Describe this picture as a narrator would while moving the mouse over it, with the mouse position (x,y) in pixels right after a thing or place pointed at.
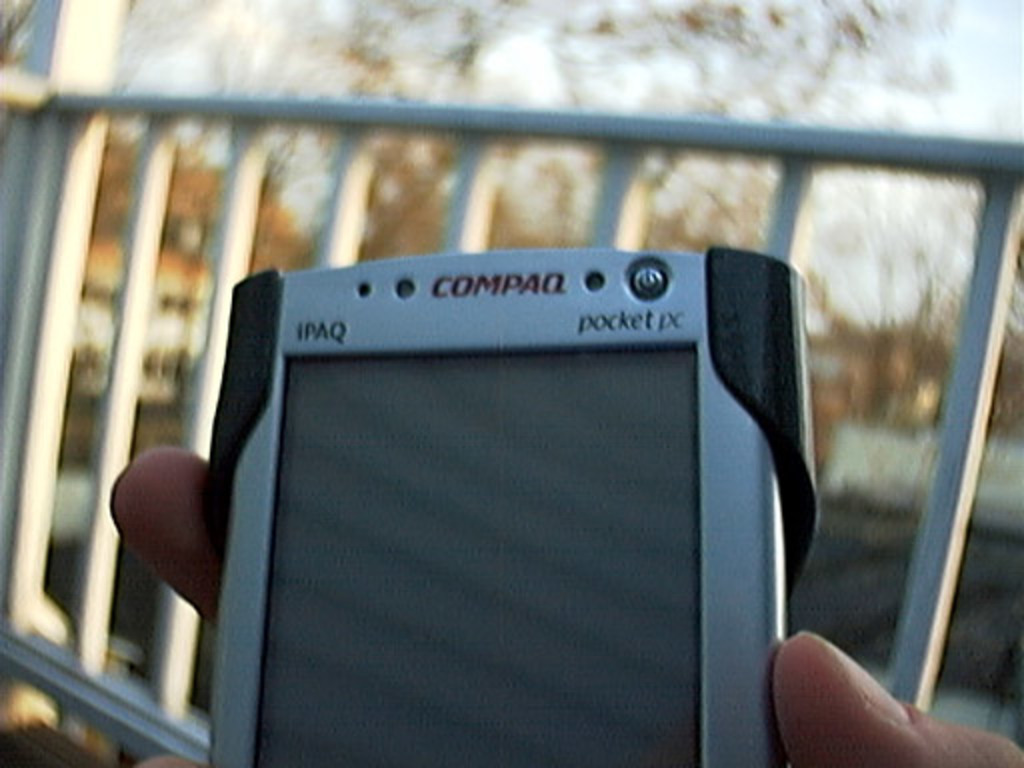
In this image we can see some person (805,691) holding a Compaq mobile phone (570,555). In the background (471,177) we can see the fence (798,194) and behind the fence (769,141) there are trees (682,228) and also the sky (917,103).
